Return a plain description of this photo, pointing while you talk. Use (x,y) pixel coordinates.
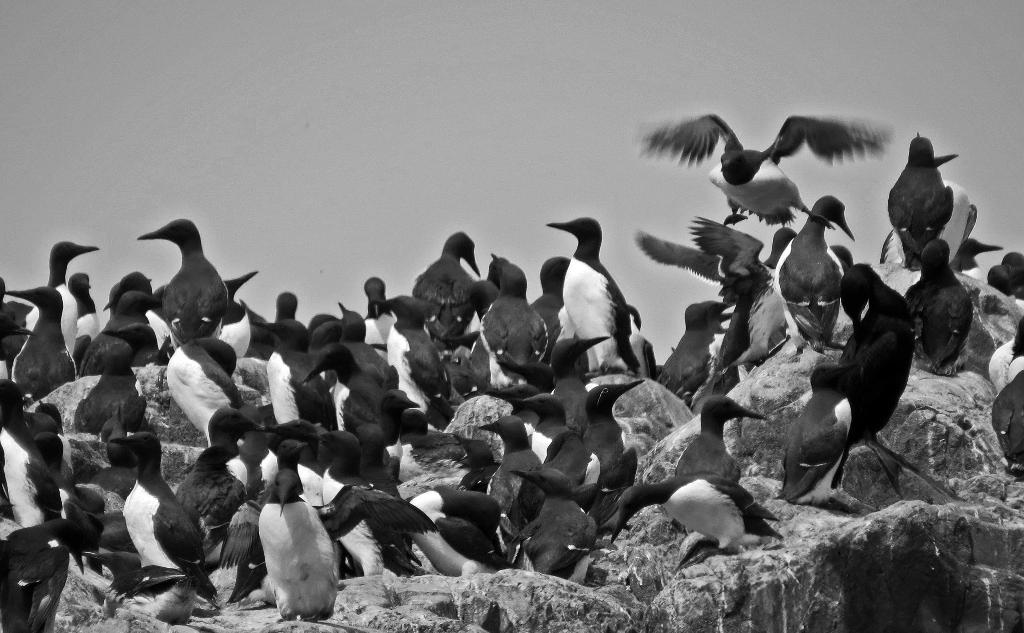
In this image a group of birds (487,342) are sitting on the rock surface (671,421). A bird (754,201) is flying on the right top most of the image (750,166).
